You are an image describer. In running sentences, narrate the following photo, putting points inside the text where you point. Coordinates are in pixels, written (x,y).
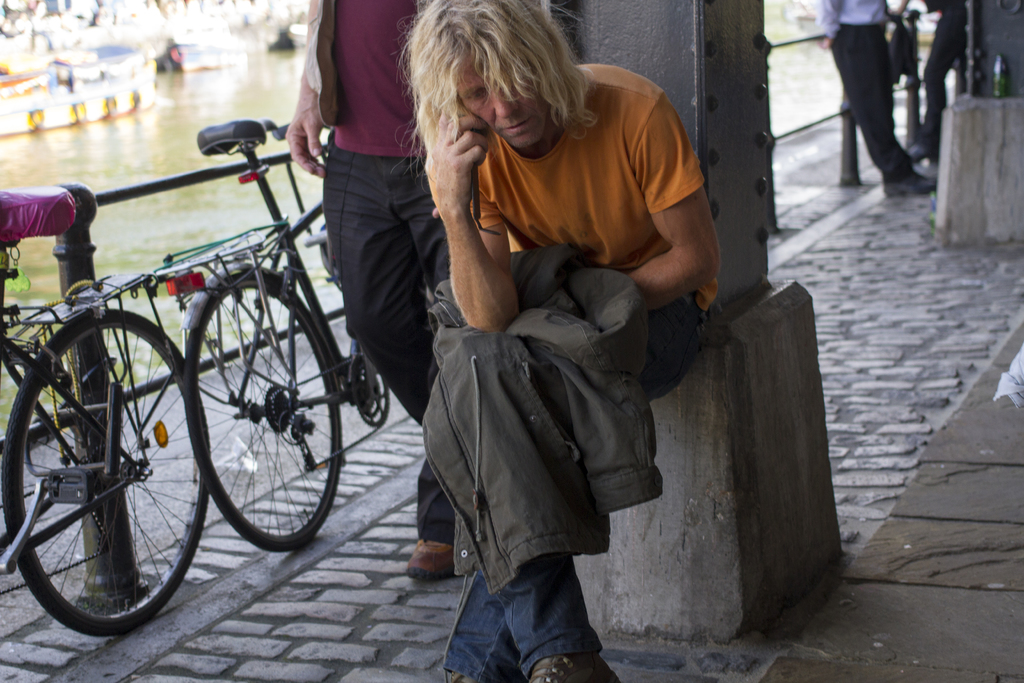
In front of the image there is a person (609,209) sitting on the pillar (665,432). Beside him there is another person (435,557) walking. Behind him there is a bottle (1000,94) on the pillar (945,161). There are a few other people (927,184) standing. On the left side of the image (183,270) there are cycles (132,602). There is a railing (90,188). There are boats (88,88) in the water (158,163).
